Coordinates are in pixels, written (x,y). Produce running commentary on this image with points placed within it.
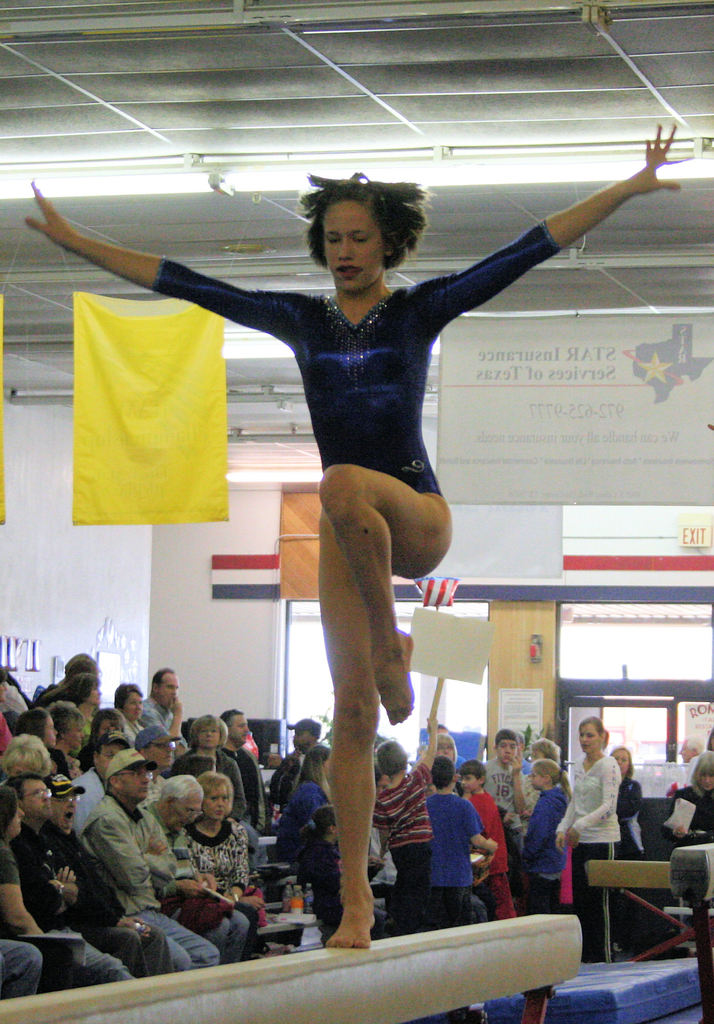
In this image we can see a woman (403,437) standing on the surface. On the backside (487,824) we can see a group of people (427,847). In that we can see a child (426,762) holding a board (473,678). We can also see banners (142,510), a signboard (510,385) with some text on it, the flag (445,587), some papers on a wall (166,651) and a roof (296,195) with some ceiling lights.
